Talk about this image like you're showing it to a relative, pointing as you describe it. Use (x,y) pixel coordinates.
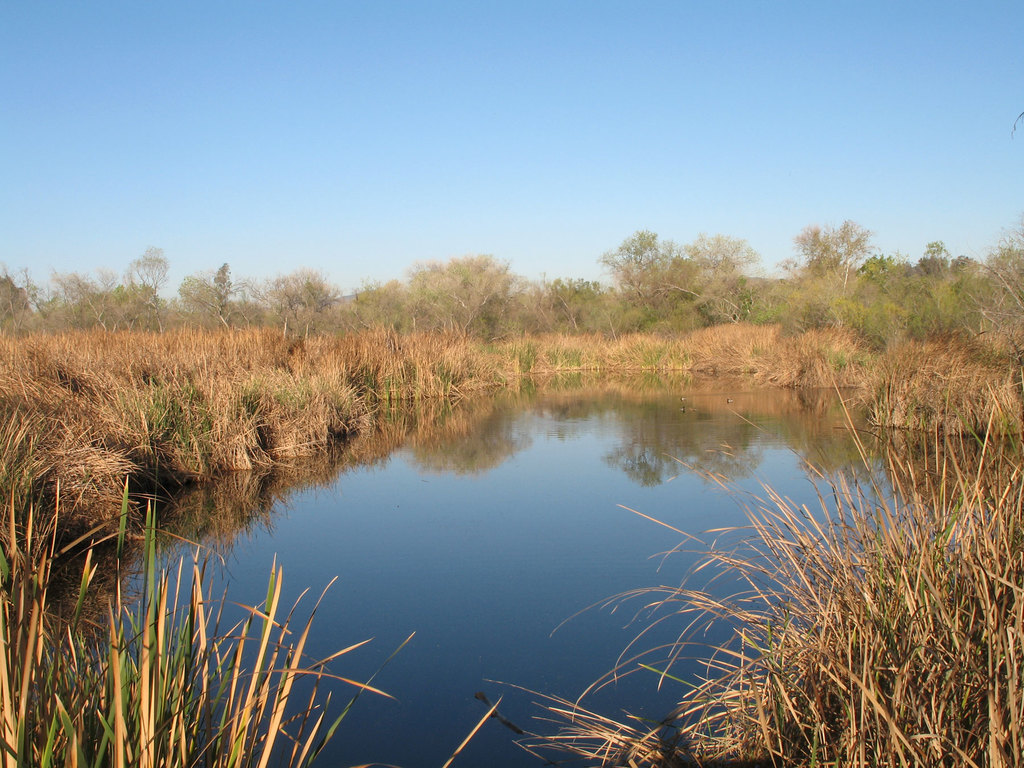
In this image I can see the water (719,596), background (162,342) I can see few dried grass (146,361) in brown color and I can also see trees (610,303) in green color and the sky (440,117) is in blue color.
